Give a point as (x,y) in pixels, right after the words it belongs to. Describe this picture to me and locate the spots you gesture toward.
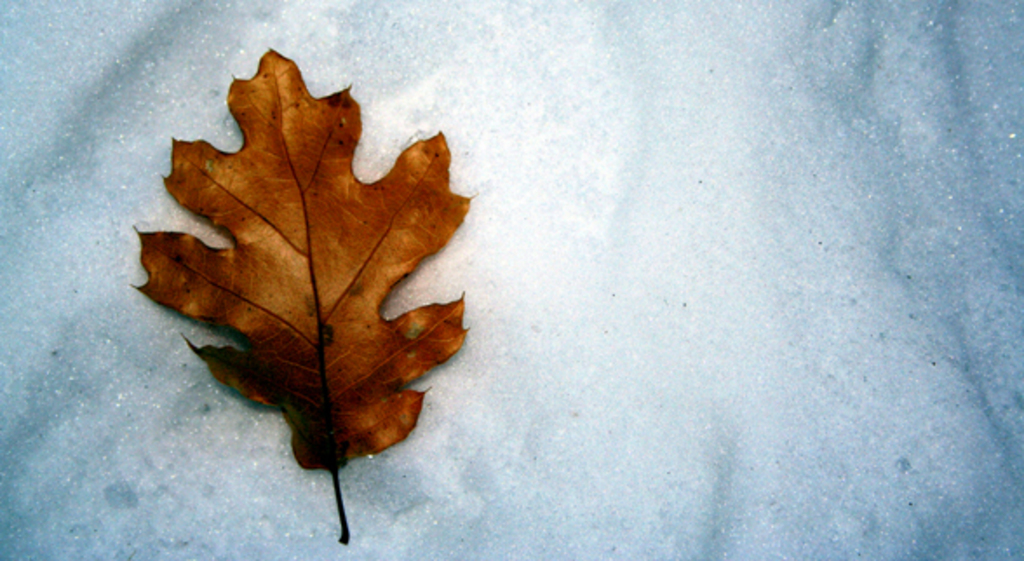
In this picture there is a dried leaf (277,192). At the bottom (335,546) there is white snow (815,454).
